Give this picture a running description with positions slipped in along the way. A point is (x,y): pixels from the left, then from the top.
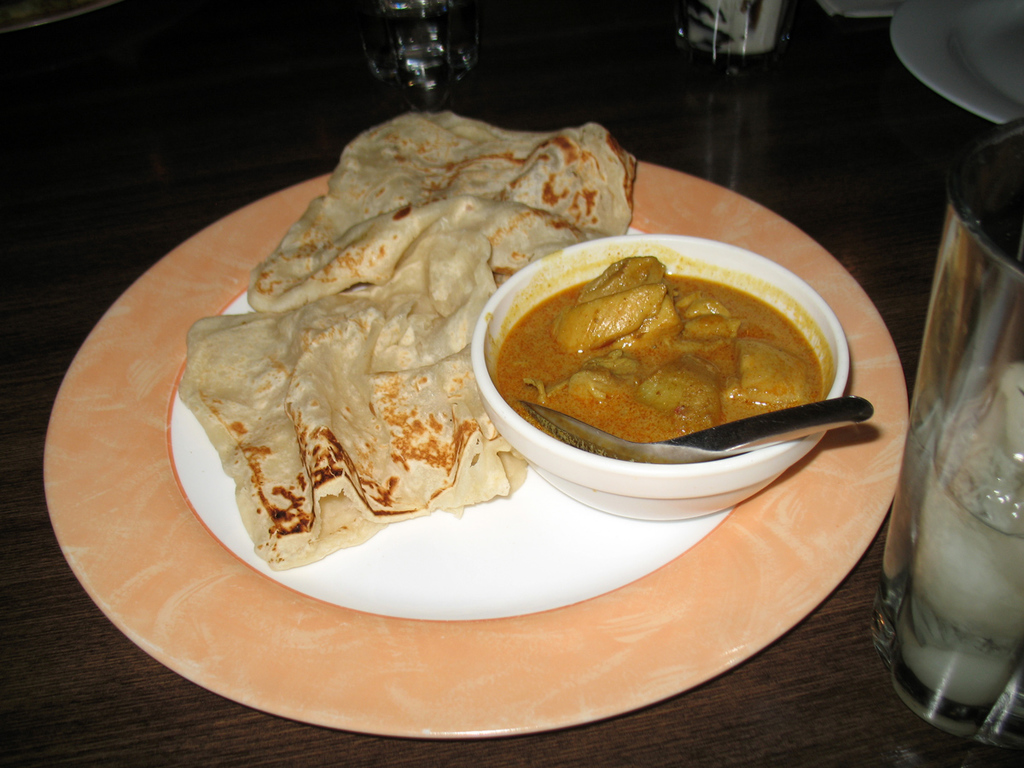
In this picture I can see food items (387,332) on the plate (512,517) and in the bowl (620,247) with a spoon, there are glasses (972,252) and some other objects (1000,1) on the table (617,32).
